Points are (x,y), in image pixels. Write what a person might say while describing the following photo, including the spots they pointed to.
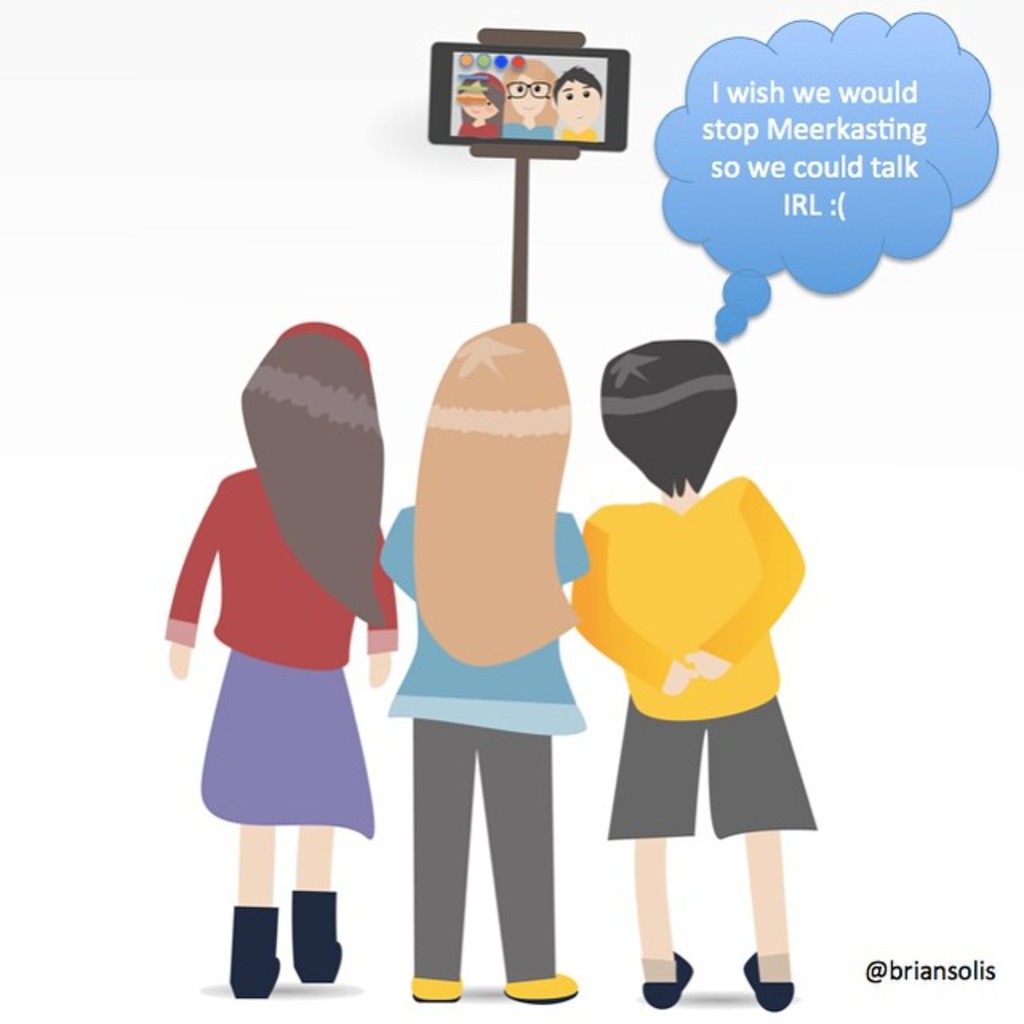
This image looks like it is animated. There are three persons (313,430) holding a phone (522,128) with a selfie stick (520,171). To the right (814,204), there is a text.
